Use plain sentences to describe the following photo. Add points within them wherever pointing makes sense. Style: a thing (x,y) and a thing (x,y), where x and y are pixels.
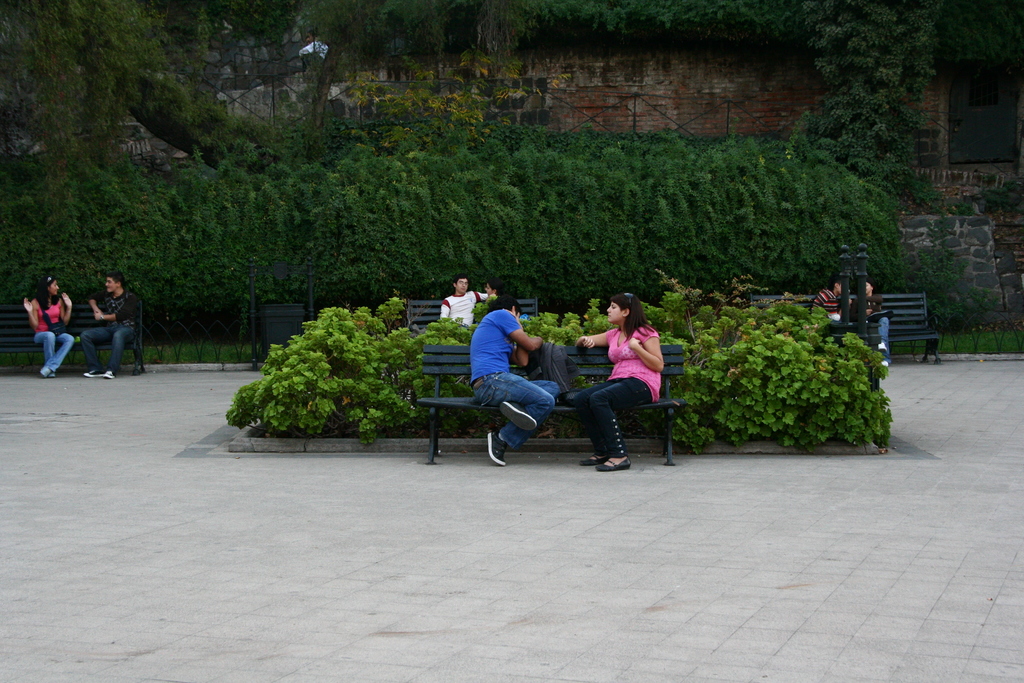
In the middle of this image (502,351), there is a person (505,339) in a blue color T-shirt (492,337), sitting on a bench (590,368) in front of a woman (631,372) who is in a pink color T-shirt (638,332) and is sitting. This bench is arranged on a floor (632,477). Behind them, there are plants (843,378). In the background (888,260), there are other persons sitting on the benches (921,313), there are plants (720,230), trees (72,109) and a wall (631,68).
